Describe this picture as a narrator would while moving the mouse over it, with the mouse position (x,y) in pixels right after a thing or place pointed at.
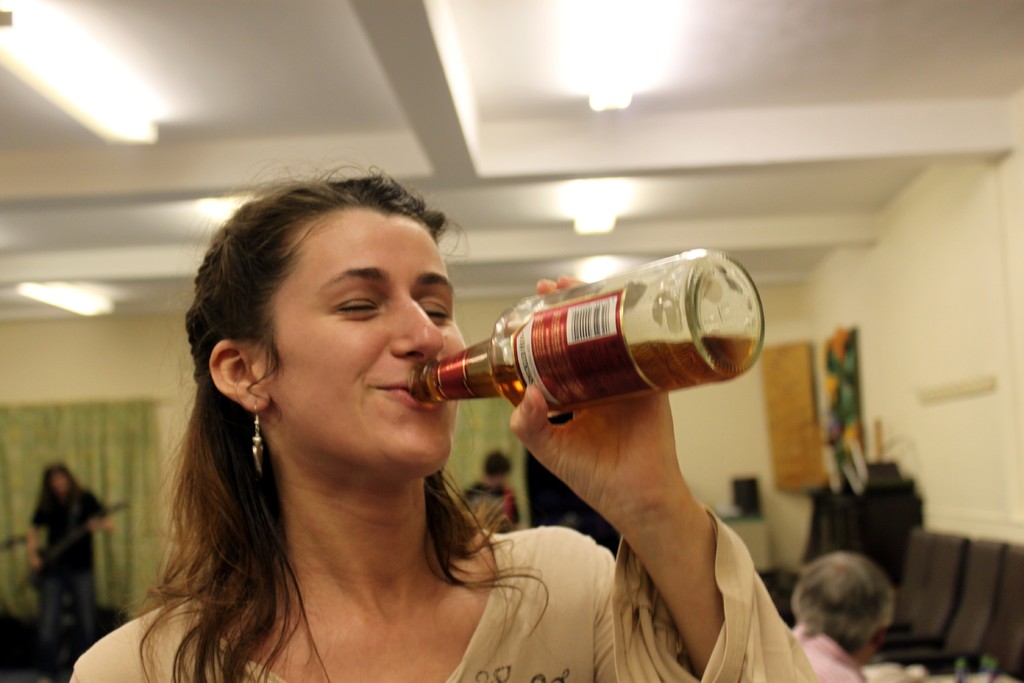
In this picture we can see a woman (266,643) holding a bottle (619,364) with her hand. And there is a man (79,490) who is playing a guitar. This is the curtain (117,423) and these are the lights (87,85) and on the right side of the picture (1011,632) we can see some chairs (991,625). And this is the wall (930,384).
